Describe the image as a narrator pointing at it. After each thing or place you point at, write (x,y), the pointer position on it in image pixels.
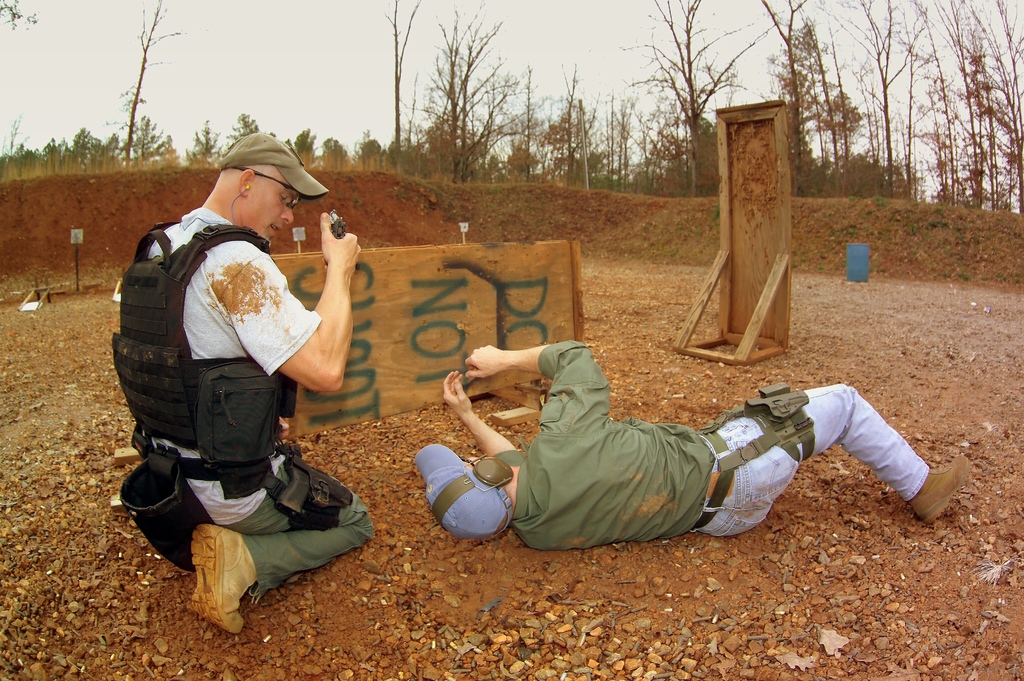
In the center of the image (569,377) we can see a man (554,483) lying on the ground (625,547). On the left (221,471) there is another man (260,471) sitting. He is wearing a vest (173,365) and holding a gun (338,234) in his hand (344,248). In the background (385,323) there are boards (740,272), trees (488,166) and sky (650,37).
